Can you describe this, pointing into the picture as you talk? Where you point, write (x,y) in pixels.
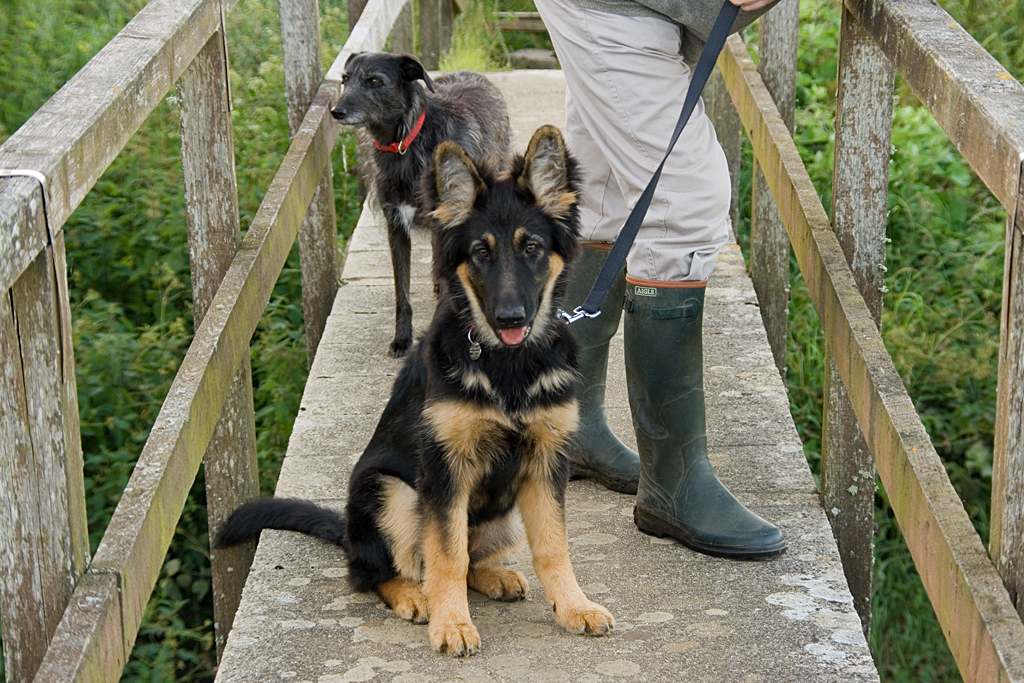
In the center of the image (505,411) we can see dogs (499,335) and person (612,134) on the walkway (622,548). On the right (955,351) and left side of the image (154,159) we can see plants (154,211).
